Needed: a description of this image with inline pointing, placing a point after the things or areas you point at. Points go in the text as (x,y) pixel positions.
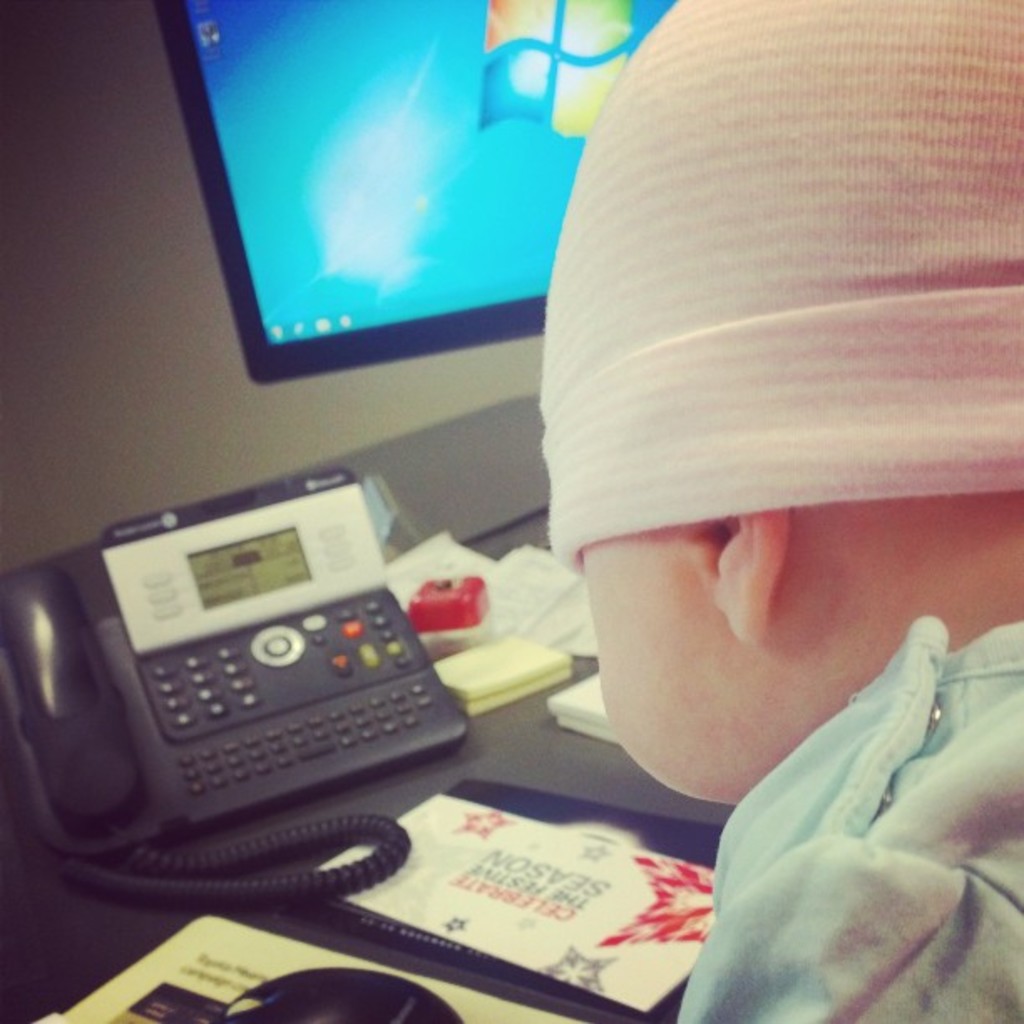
In the image I can see a kid (696,715) in front of the table (10,850) on which there is a telephone (107,876), book (615,996) and also I can see a screen (441,236) to the side.
